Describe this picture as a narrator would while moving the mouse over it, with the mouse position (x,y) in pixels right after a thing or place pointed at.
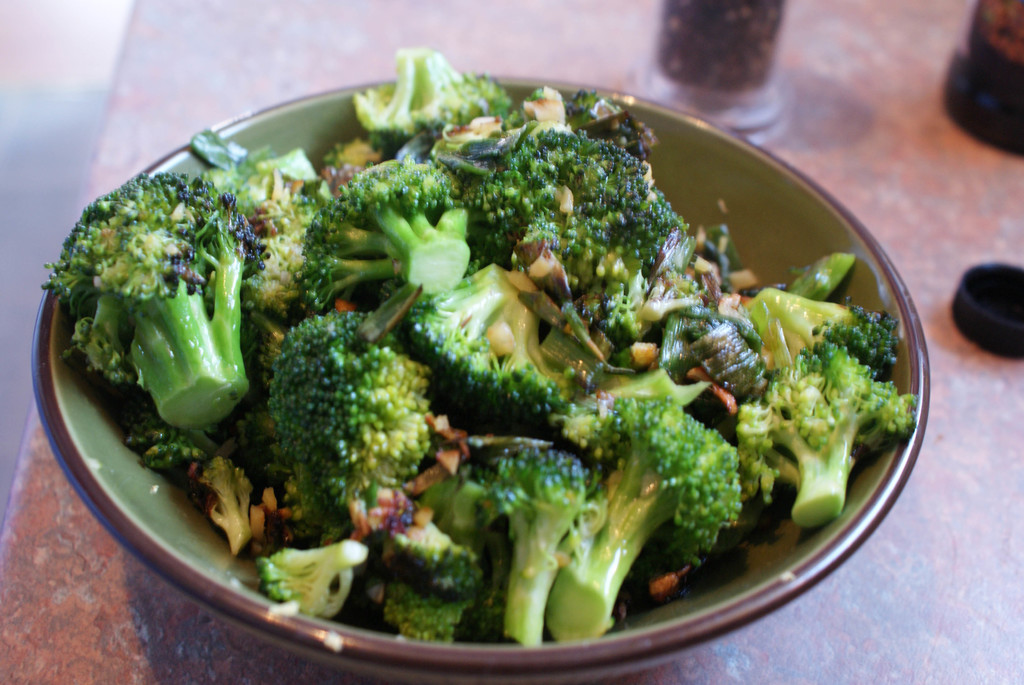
In this image in the center (355,324) there is one bowl (169,506) and in the bowl (750,257) there is some broccoli (438,357), and at the bottom (168,587) it looks like a table (935,546). And in the background (1000,79) there are some objects (976,298), and bottle (754,80), cap (987,299) and on the left side of the image (51,143) there is blurry.
